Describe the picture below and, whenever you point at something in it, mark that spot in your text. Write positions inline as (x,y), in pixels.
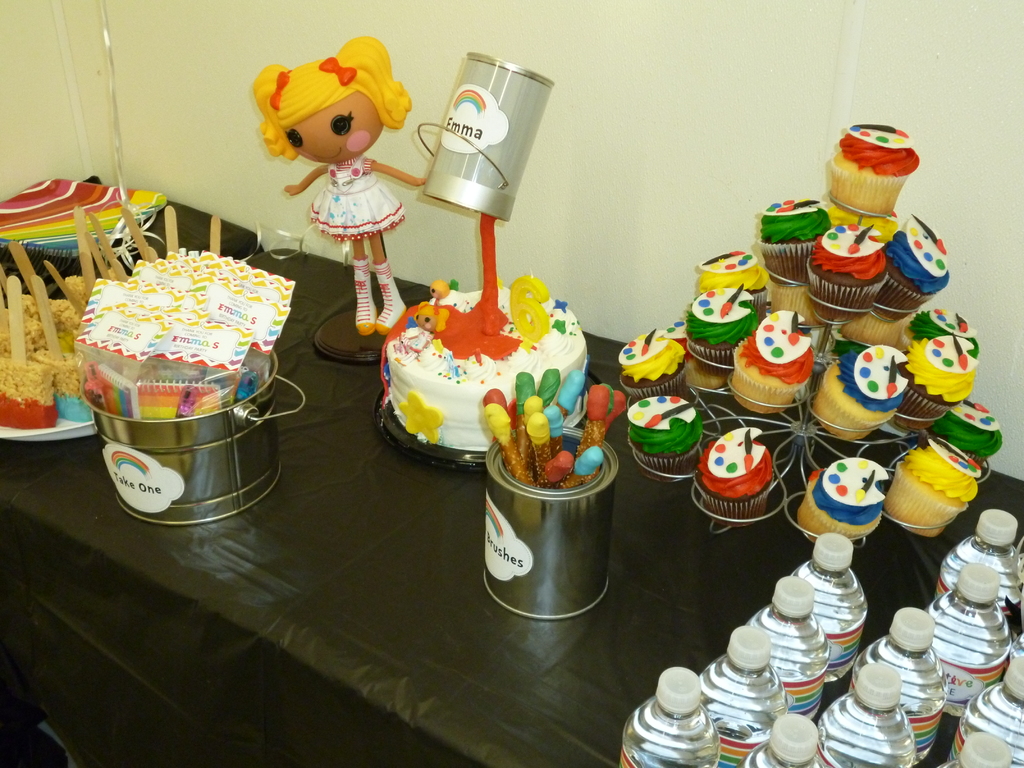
In this picture we can see few muffins (761,317), cakes (480,409), bottles (860,689), a bucket (233,412) and other things (222,403) on the table (328,376).
